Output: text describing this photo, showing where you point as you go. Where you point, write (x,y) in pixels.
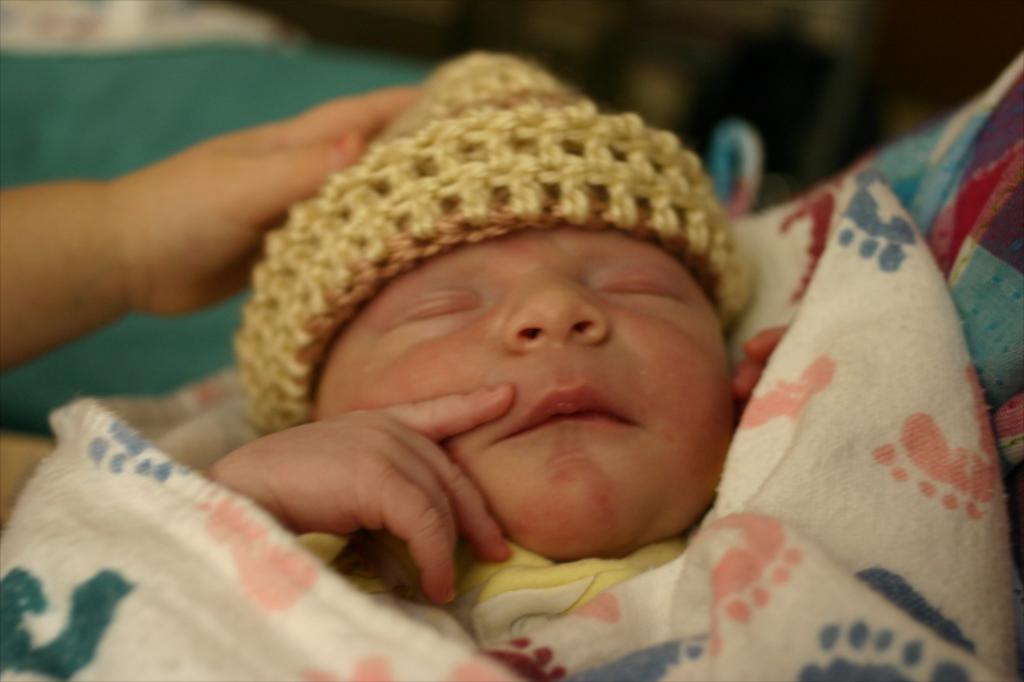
In this image I can see a baby (545,415). The baby (628,424) is wearing a cap (495,231) and covered with clothes (572,631).
